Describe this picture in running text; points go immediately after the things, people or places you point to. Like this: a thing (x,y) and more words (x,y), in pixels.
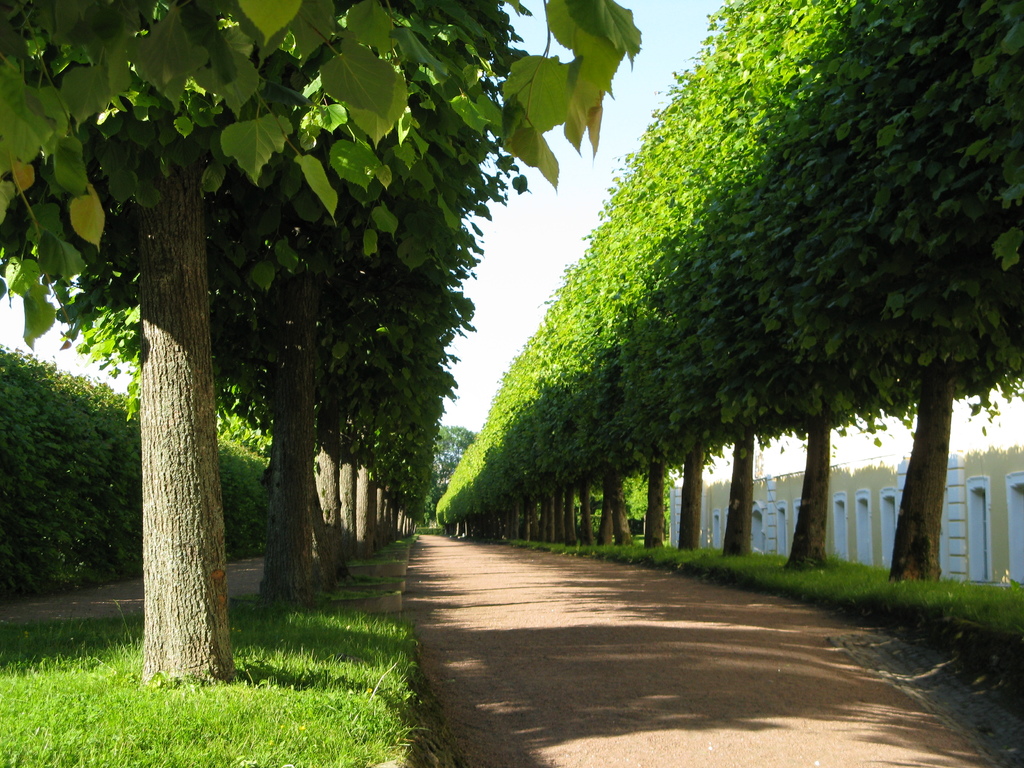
In the center of the image (544,312) we can see the sky (510,226), clouds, trees (205,243), plants (41,508), grass (844,580), one building (885,476), road (565,606) etc.
